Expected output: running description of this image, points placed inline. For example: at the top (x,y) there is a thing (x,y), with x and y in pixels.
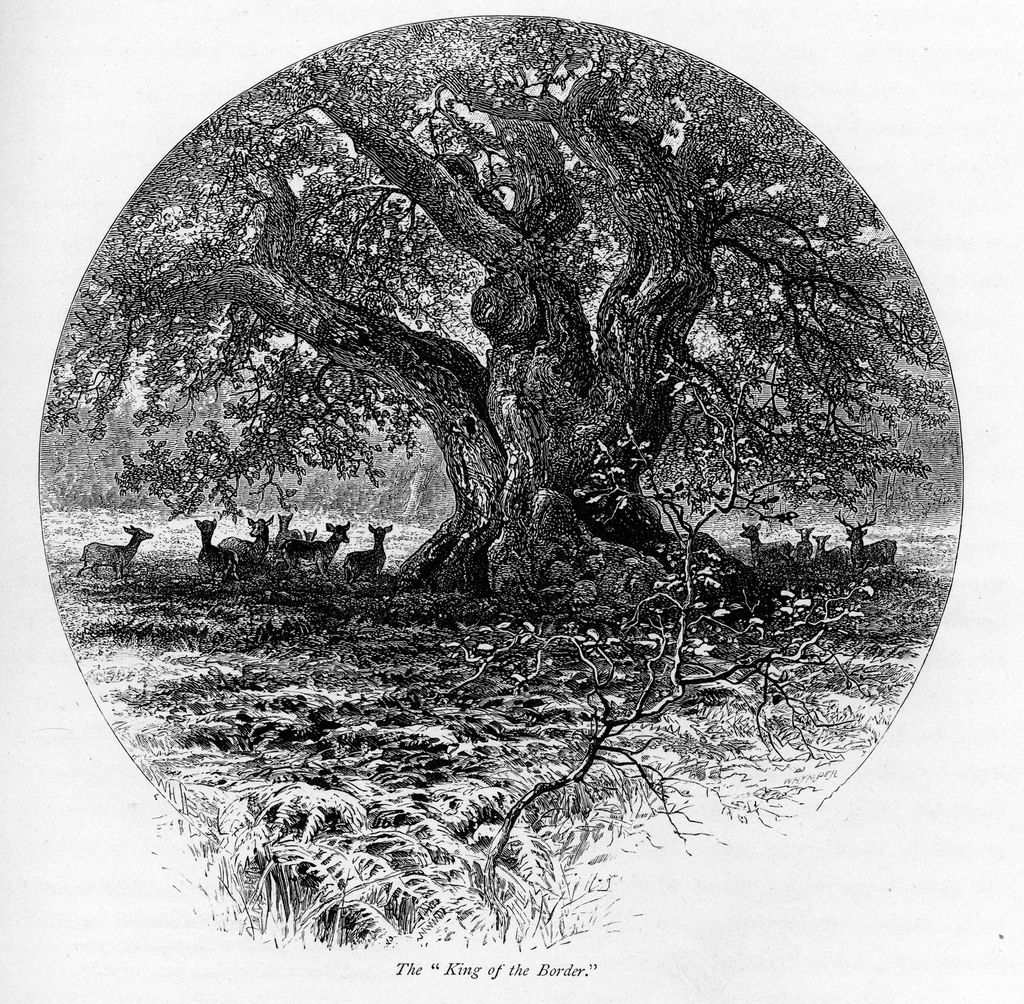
In this image we can see a black and white picture. In the picture there are trees (511,394) and a herd (214,554) standing on the ground (301,642).
